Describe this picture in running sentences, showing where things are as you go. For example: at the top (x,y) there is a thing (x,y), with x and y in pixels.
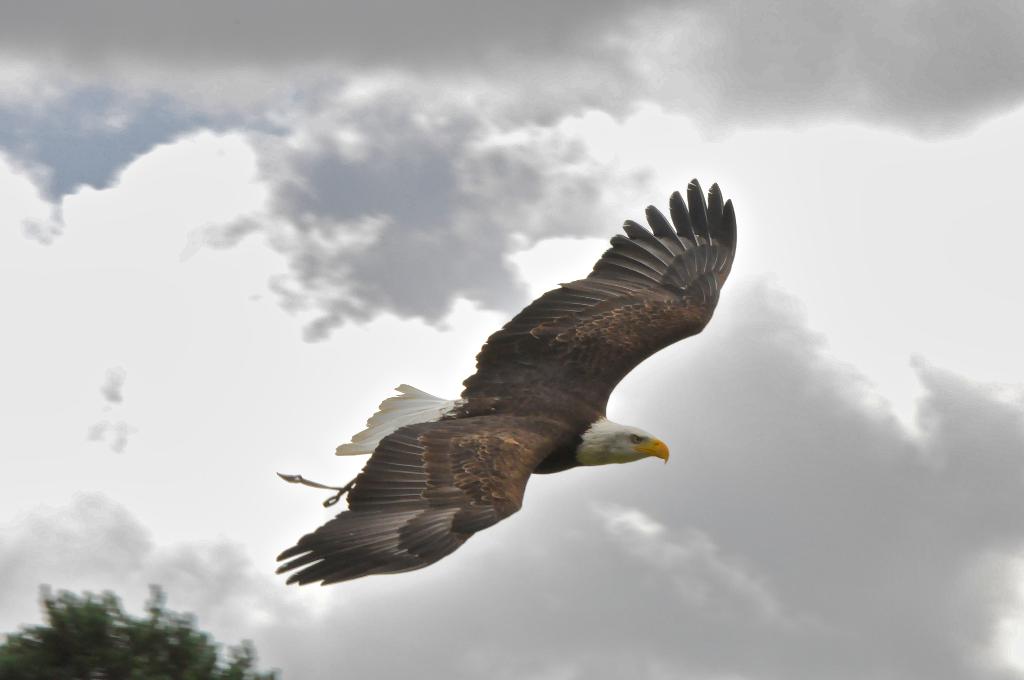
In this picture we can see an eagle (493,446) is flying. At the bottom left corner of the image (99,654), there is a tree (137,627). Behind the eagle (468,414), there is the cloudy sky (800,498).
